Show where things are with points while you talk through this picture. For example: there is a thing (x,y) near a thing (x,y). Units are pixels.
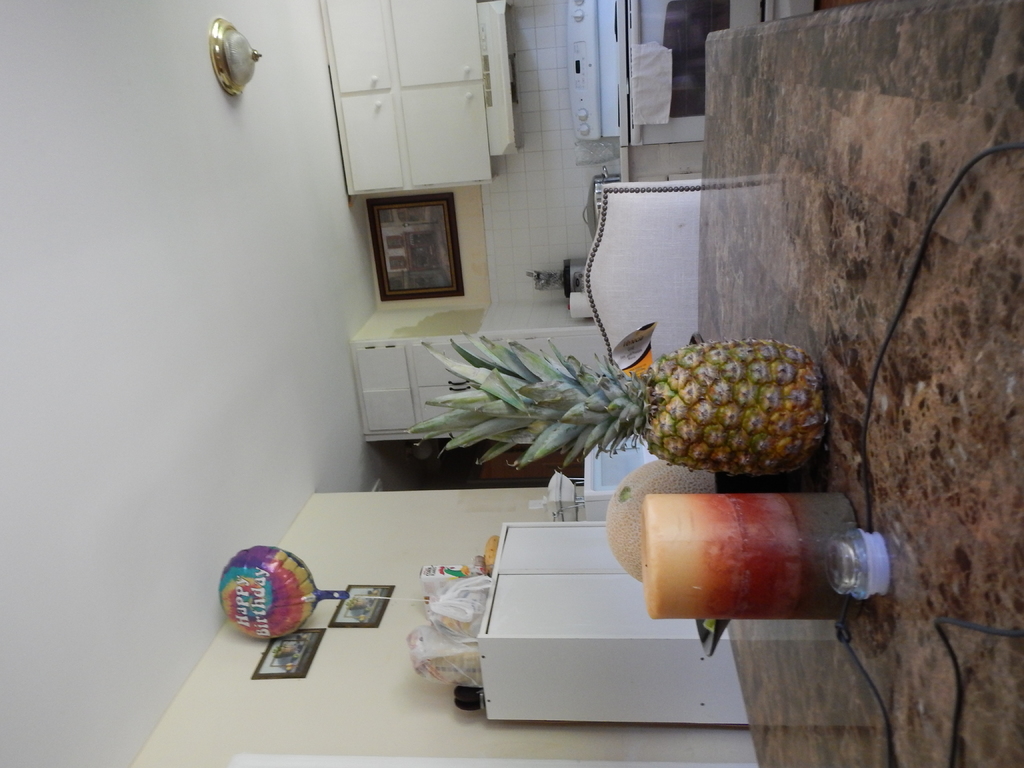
Here we can see fruits (699,423) on a platform (907,678). There are cupboards (625,722), frames (344,624), packets (478,616), balloon (267,582), chair (668,258). stove (609,126), oven (654,17), and a cloth (659,110). This is ceiling (242,158) and there is wall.
